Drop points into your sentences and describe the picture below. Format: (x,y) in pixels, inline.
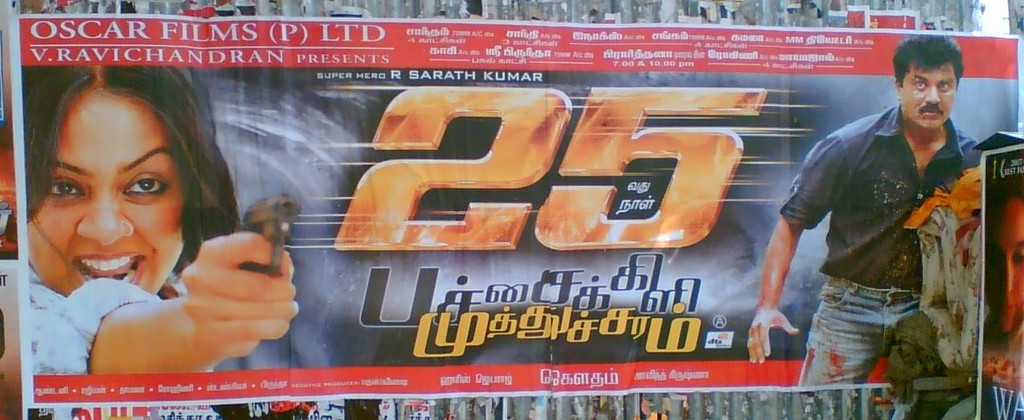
In the center of the image (678,222) there is a poster (757,307) on the wall (590,19). There are depictions (181,71) of person (158,151) and some text (520,332) on it.
